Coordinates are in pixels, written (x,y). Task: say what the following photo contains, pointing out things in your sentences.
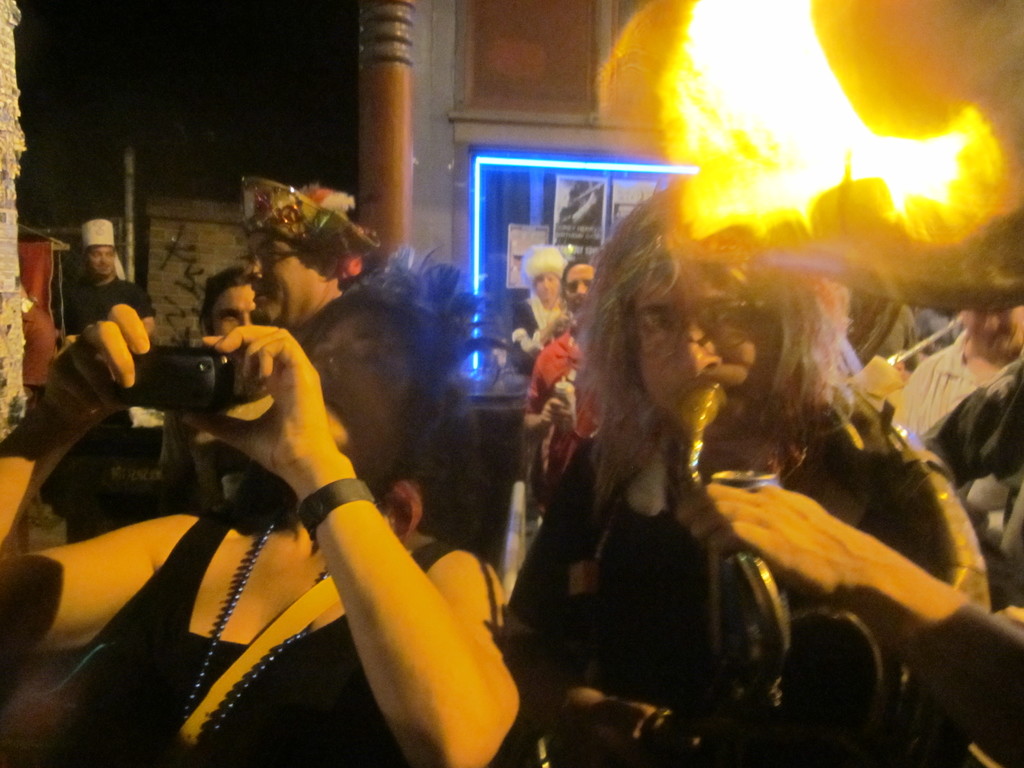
The man (685,479) on the right side (806,440) is standing and I think he is inhaling something or he might be playing the musical instruments (756,627). Beside her, we see a woman (310,684) in the black dress (334,703) is holding a mobile phone (218,394) and she is clicking photos with the mobile phone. Behind them, we see many people (964,343) are standing. In the right top (957,141), we see something in yellow color which looks like a light (723,156). In the background (624,197), we see a pole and a building (426,163) in white color. It has a window (610,216) and a glass door (544,226) on which many posters (513,253) are pasted. Beside that, we see a building (208,239) which is made up of stones (149,268). In the left top (253,72), it is black in color. This picture is clicked in the dark.
